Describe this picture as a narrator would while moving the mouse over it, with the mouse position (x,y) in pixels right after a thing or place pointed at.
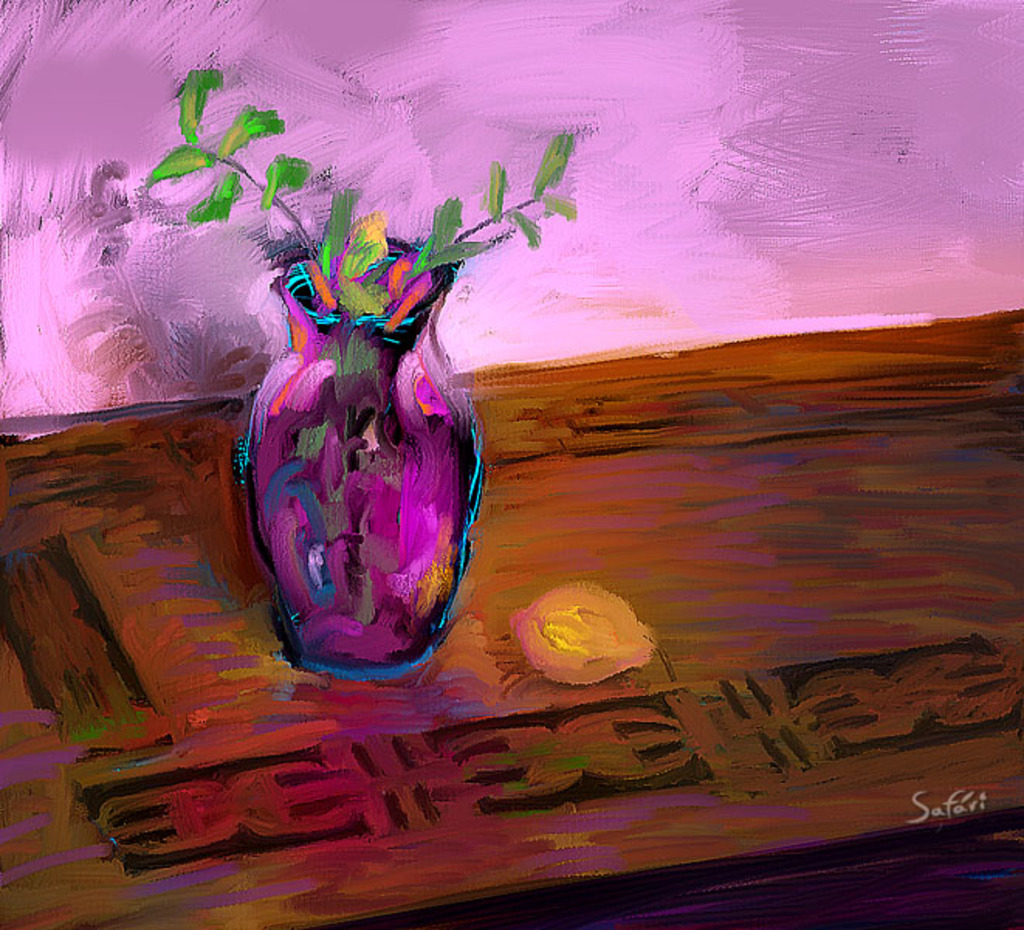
In this picture I can see there is a painting (472,534) and there is a wooden table (362,699) and there is a flower vase (365,336) with a few flowers (380,274) in it. There is a wall (513,107) in the backdrop (528,63).
